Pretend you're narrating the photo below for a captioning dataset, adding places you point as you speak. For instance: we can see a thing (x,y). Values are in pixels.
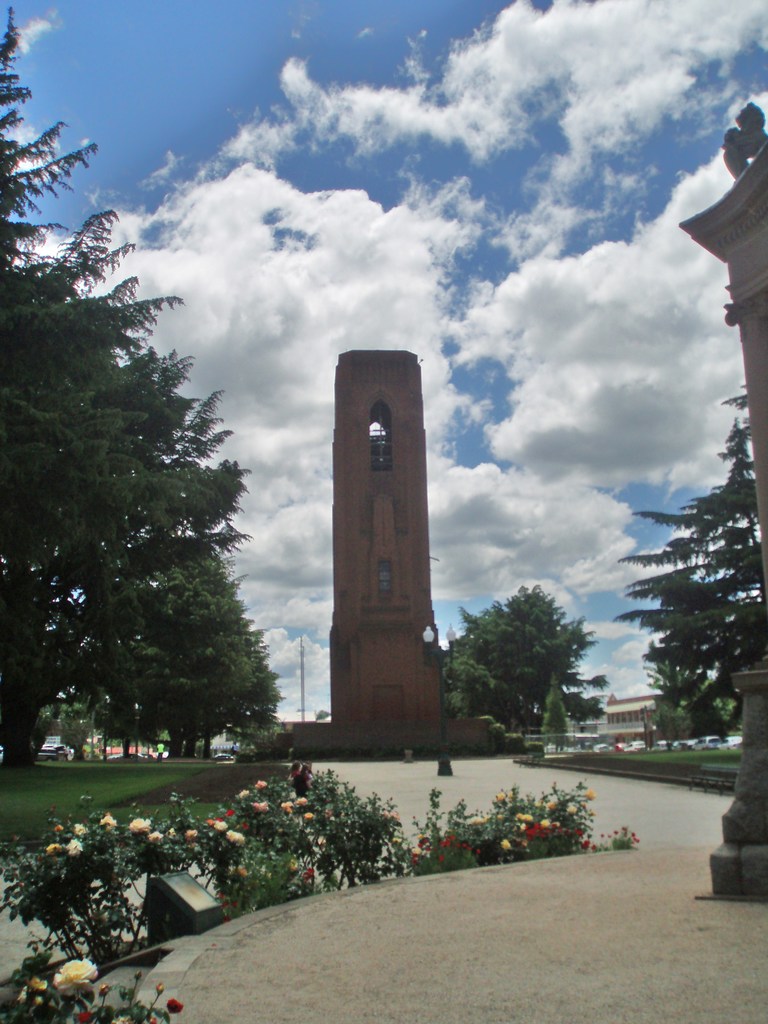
In this image, we can see some plants (305,844) and trees (741,603), we can see a building (355,440), there is grass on the ground (119,980) at some area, at the top (617,229) we can see the blue sky (651,190) and there are some clouds (315,528).
